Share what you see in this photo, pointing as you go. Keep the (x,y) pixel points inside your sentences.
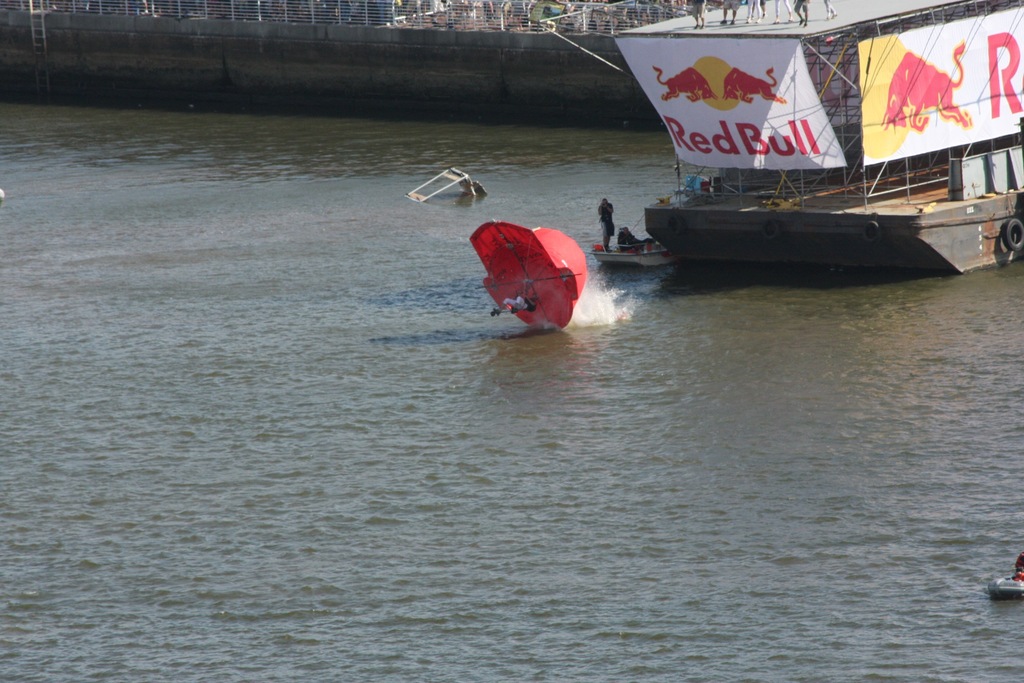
In this image I can see the boat (725,226) on the water (712,442) and I can also see a red color object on the water (641,286), background (869,119) I can see few persons (749,2) standing, few banners (668,43) attached to the boat (685,27) and the banners (685,126) are in white and red color.
